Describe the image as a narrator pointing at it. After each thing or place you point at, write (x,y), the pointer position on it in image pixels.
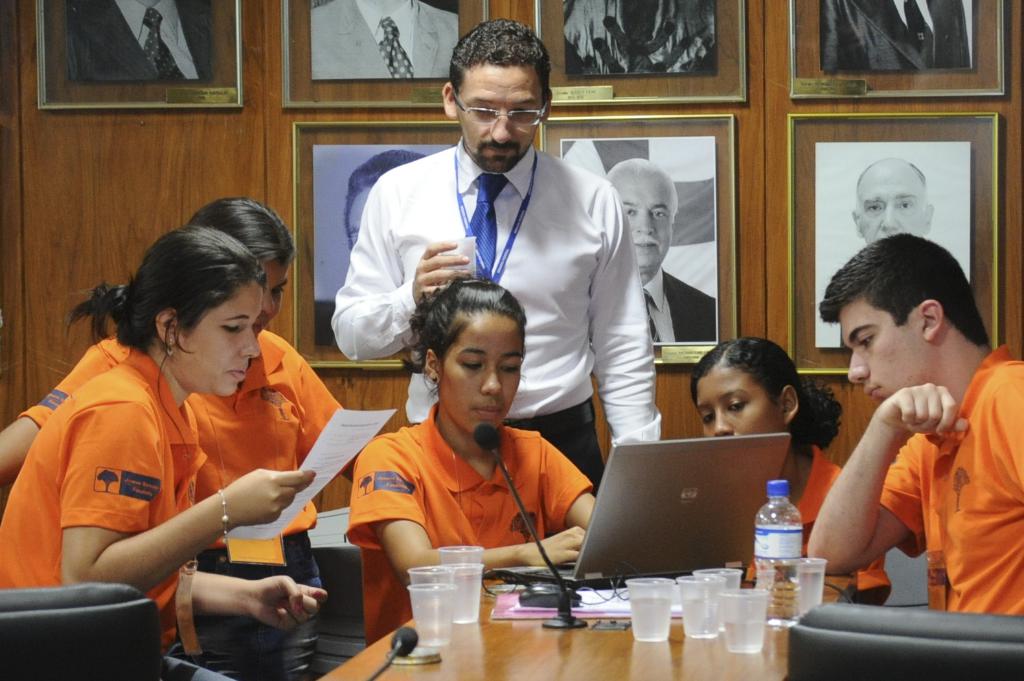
In this picture I can see five persons (484,395) sitting, there are glasses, bottle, laptop (615,474) and mikes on the table (494,605), there is a man (590,243) standing, and in the background (638,235) there are photo frames (684,245) attached to the wooden wall (772,12).
